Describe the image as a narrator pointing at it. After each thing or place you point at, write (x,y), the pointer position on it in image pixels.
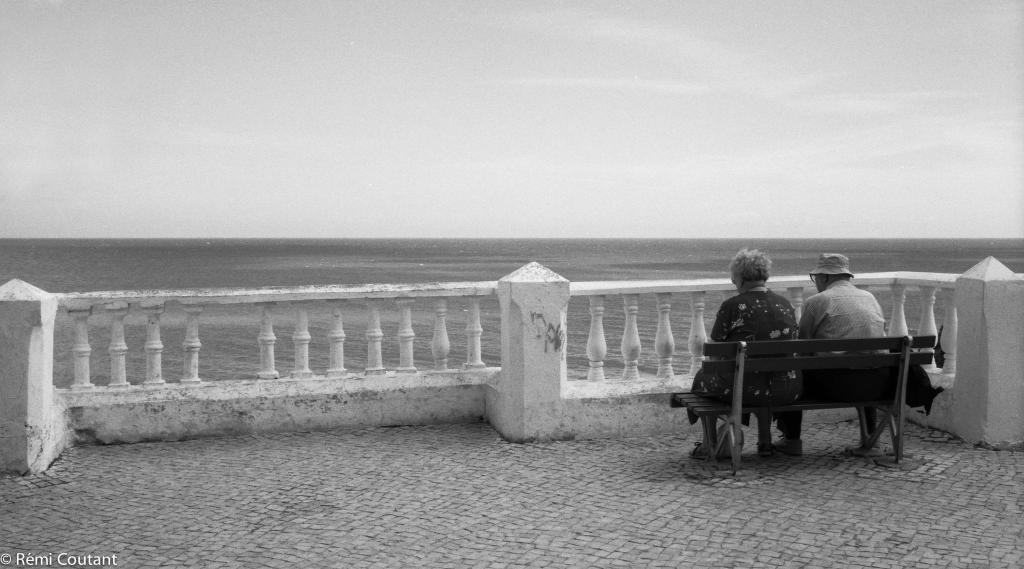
A lady (756,298) and a man (825,279) wearing hat (830,257) is sitting on a bench (742,383). There are railings (333,322). In the background (363,195), there is sky (488,221) and water (107,246).
